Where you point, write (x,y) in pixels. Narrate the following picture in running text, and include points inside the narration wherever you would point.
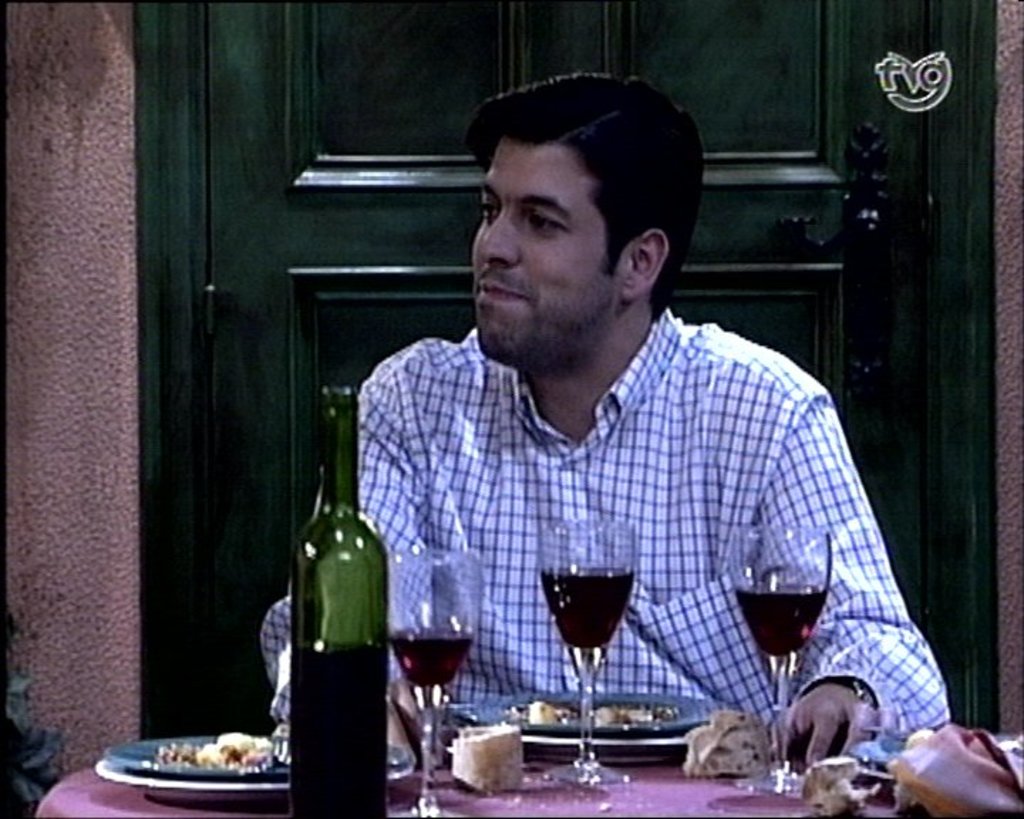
There is a man (654,322) sitting on the chair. This is table (683,773). On the table (632,808) there are glasses (446,642), plates (470,717), and a bottle (323,755). On the background (808,279) there is a door (754,211) and this is wall (112,270).
